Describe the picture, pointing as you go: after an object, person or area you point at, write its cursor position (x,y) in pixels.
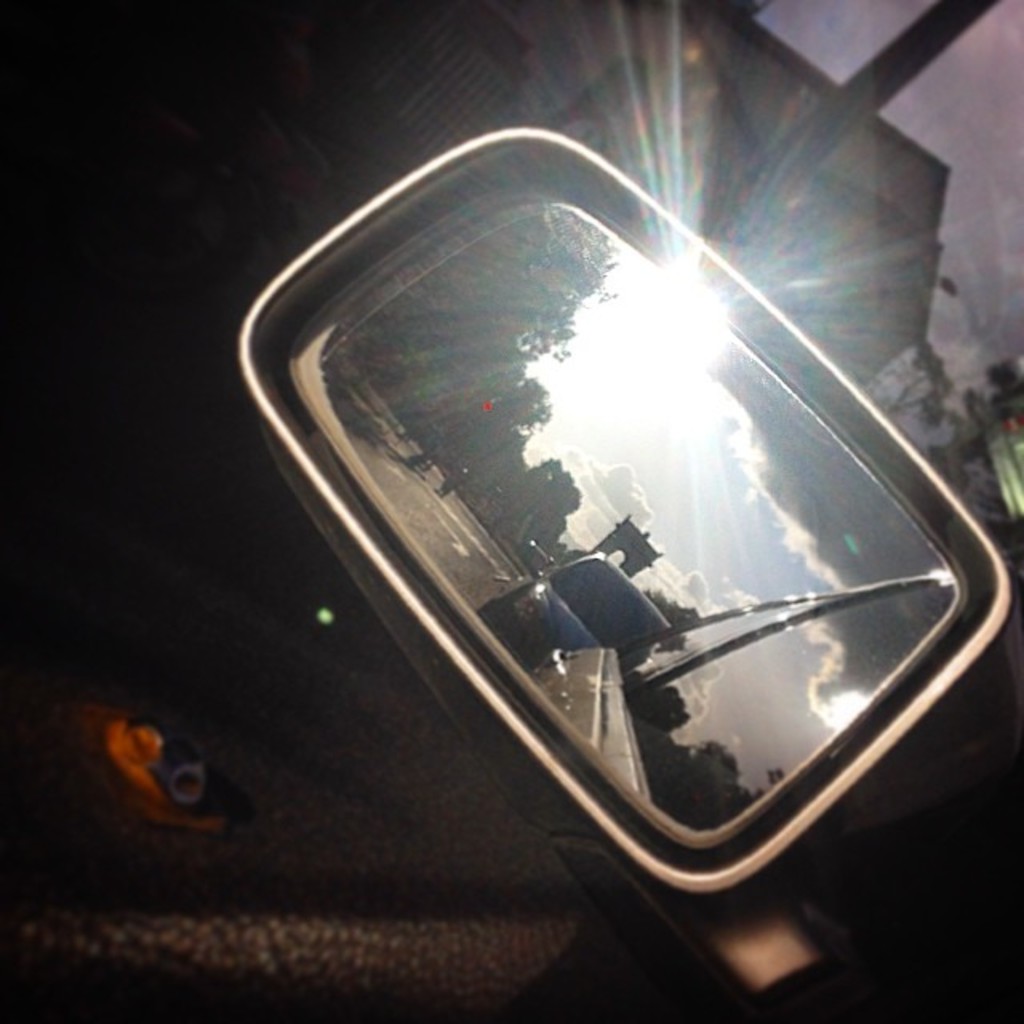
In this image, we can see a side mirror (662,546). On this mirror (538,610), we can see some reflections (618,627). In the background (780,147), we can see a road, house (797,224), pole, tree (979,442) and the sky (1019,87).
